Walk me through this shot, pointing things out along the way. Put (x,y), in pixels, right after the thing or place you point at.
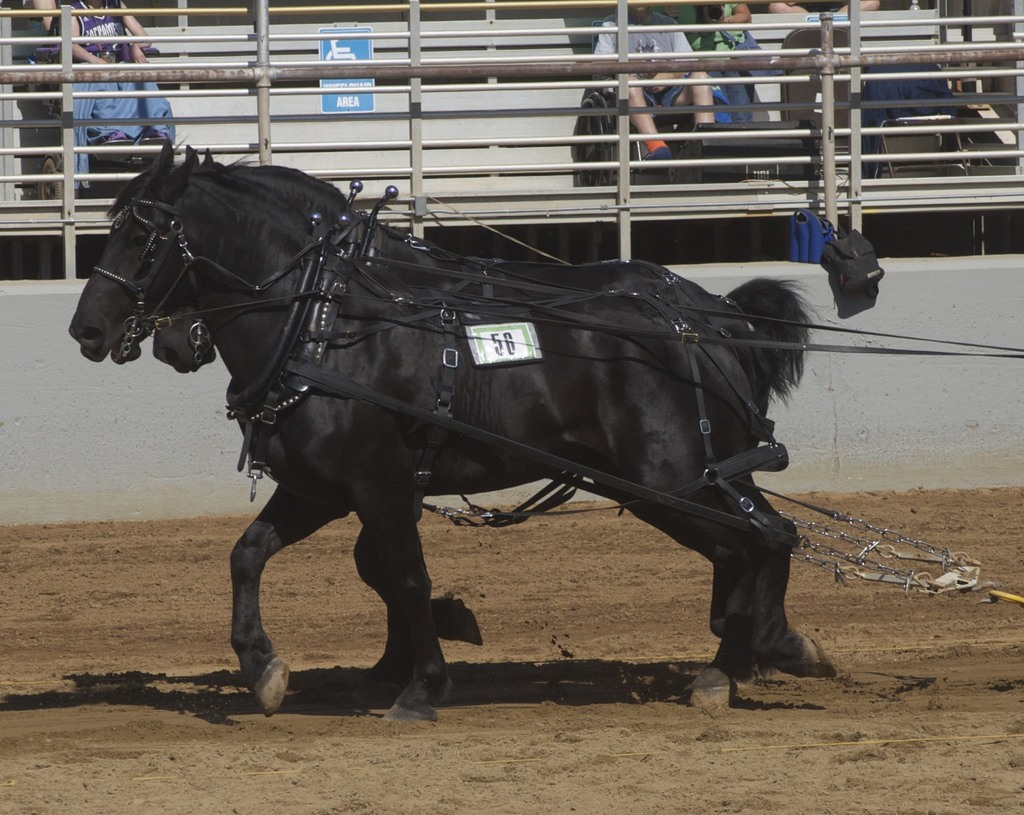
In this picture I can see black color horses (315,436). On these horses (483,369) I can see some objects (456,419) attached to them. In the background (474,196) I can see a fence (545,142) and people (701,94).
